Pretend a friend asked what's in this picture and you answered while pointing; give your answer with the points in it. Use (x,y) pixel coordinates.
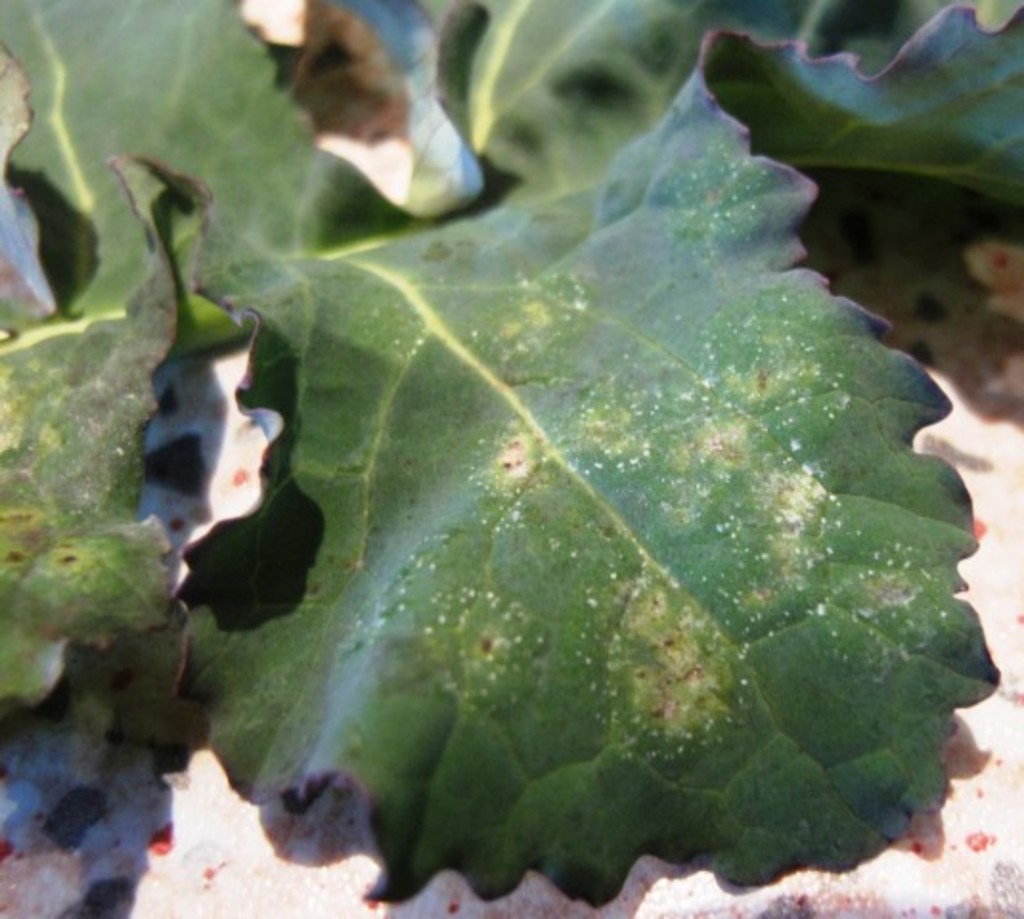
In this picture I can see the leaves (358,334) on the floor (771,884).
